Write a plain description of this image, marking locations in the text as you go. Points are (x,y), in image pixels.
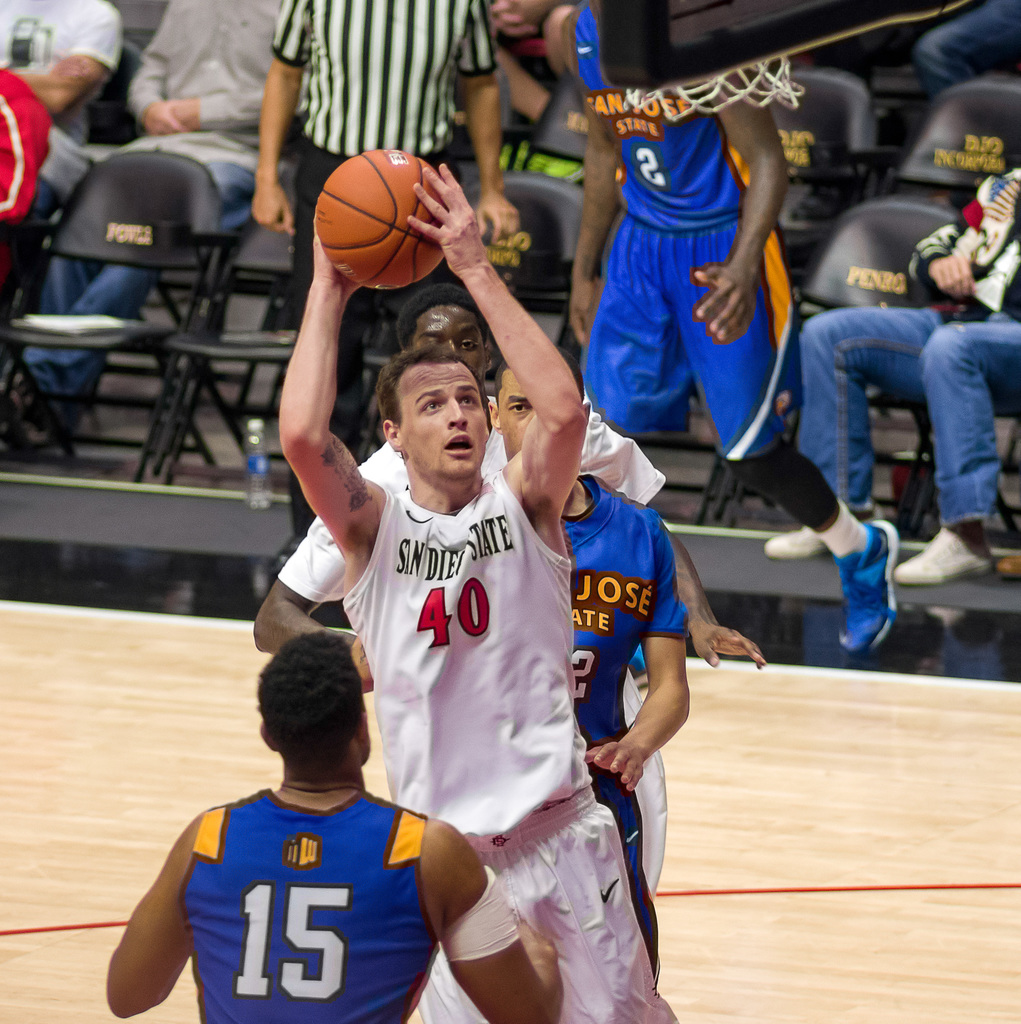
In this picture we can see few people (618,788) and one person (561,766) is holding a ball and in the background (666,759) we can see a group of people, ground (728,780), chairs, bottle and some objects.
